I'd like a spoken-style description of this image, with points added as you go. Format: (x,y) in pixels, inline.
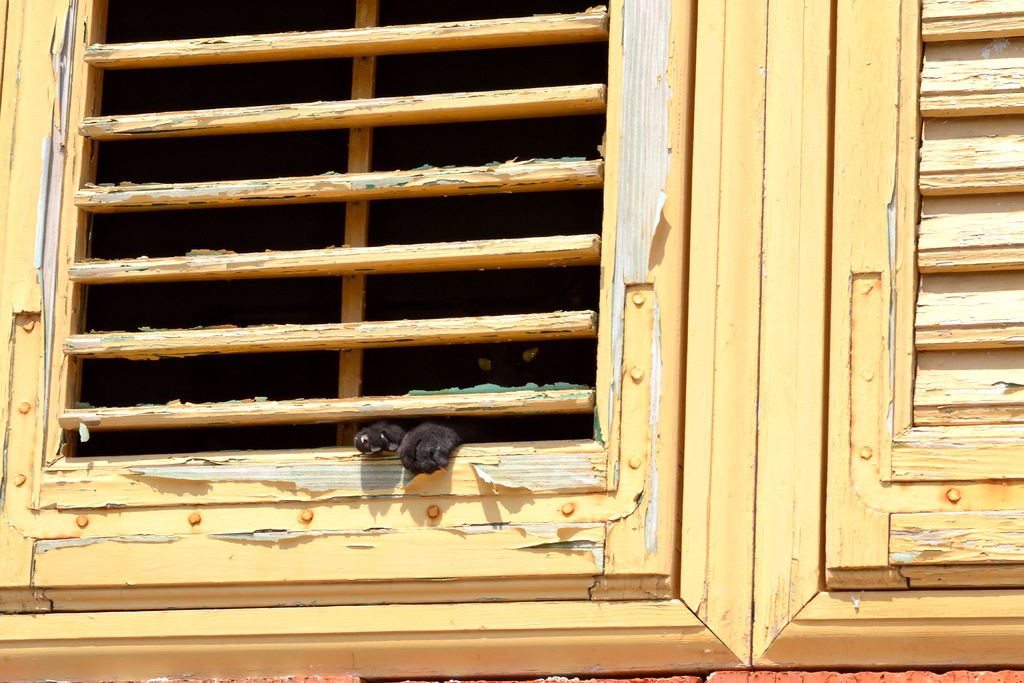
In this image, we can see wooden windows (686,510) and there is an animal (452,432) standing at the window (378,412).
